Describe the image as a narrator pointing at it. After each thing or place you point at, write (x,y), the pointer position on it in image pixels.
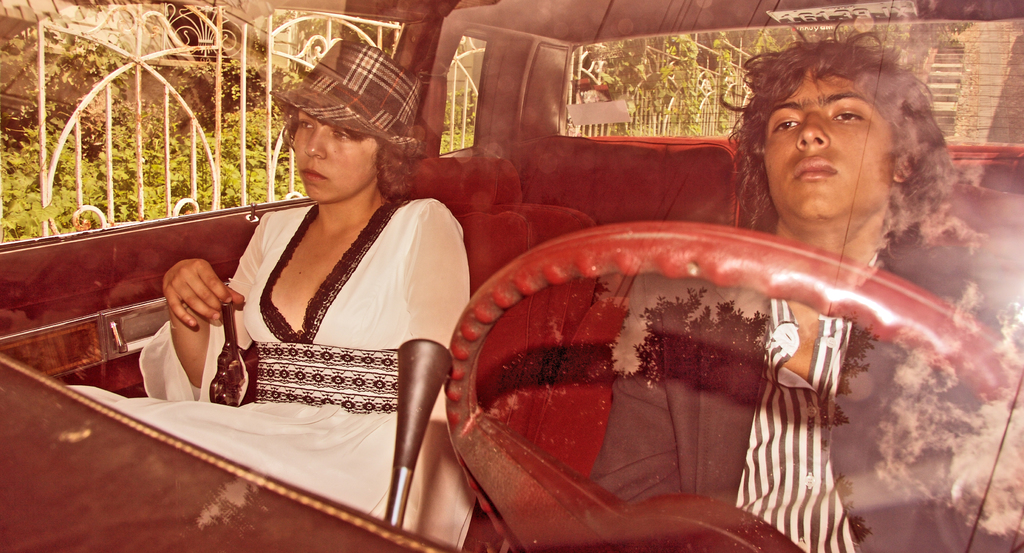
In this image I can see 2 people (834,491) sitting in a car (949,478). There is a steering (476,320) in the front (498,421). Through the car windows (94,177) I can see fence (49,185) and plants (634,59).
